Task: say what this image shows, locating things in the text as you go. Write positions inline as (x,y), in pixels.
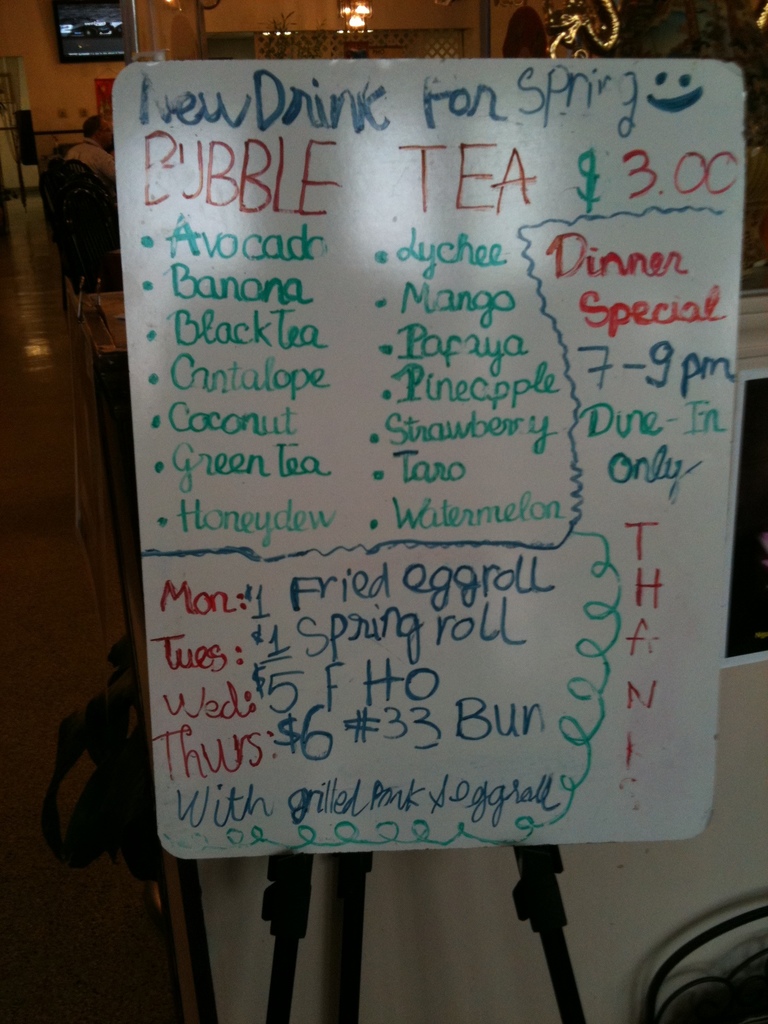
In this picture we can observe a white color board (413,770) on which we can observe red, blue and green color words (267,359) written. This board (405,442) is fixed to the black color stand (351,870). In the background (67,134) there is a screen (74,52) and a wall (380,23).
